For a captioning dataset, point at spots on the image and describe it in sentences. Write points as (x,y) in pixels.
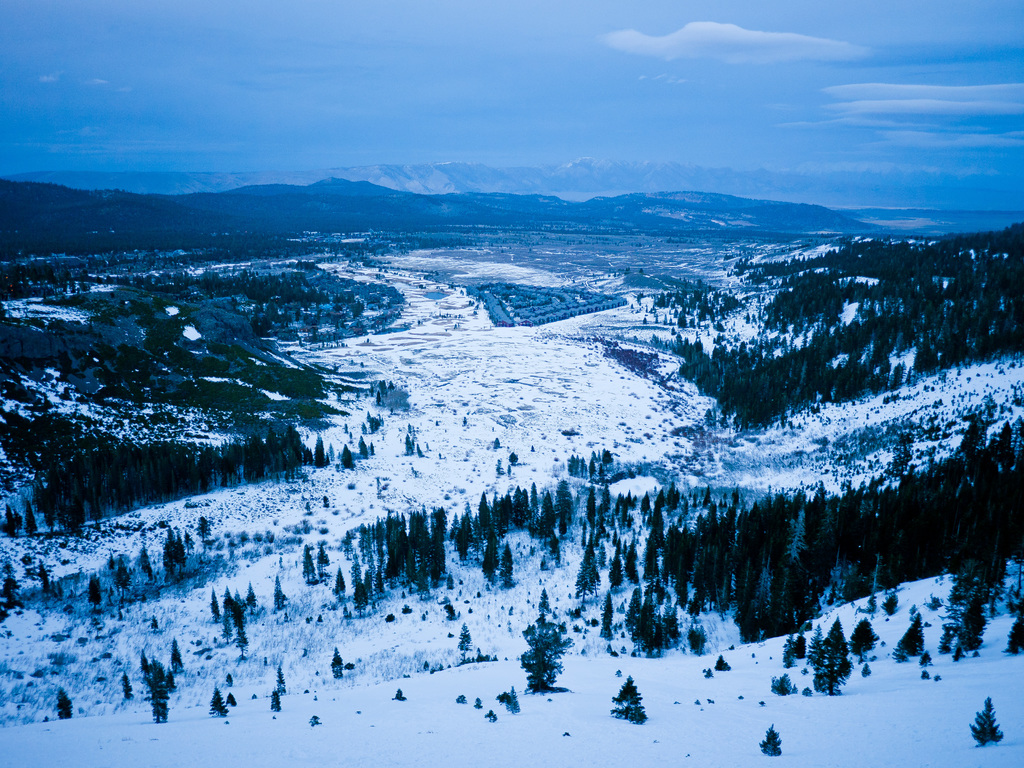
In this image I can see snow (430,616). There are trees (661,505), mountains (509,195) and in the background (545,112) there is sky (353,120).
